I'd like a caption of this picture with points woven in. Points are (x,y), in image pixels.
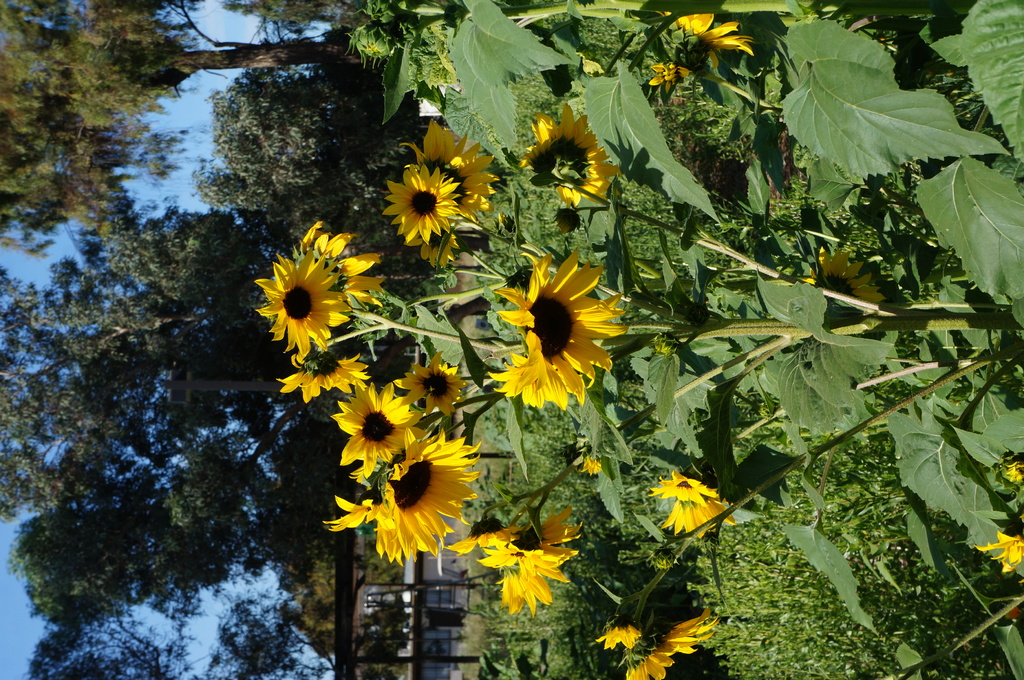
In this picture we can see sunflowers (449,211) with plants (624,189) and in the background (413,126) we can see trees (413,126), sky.
